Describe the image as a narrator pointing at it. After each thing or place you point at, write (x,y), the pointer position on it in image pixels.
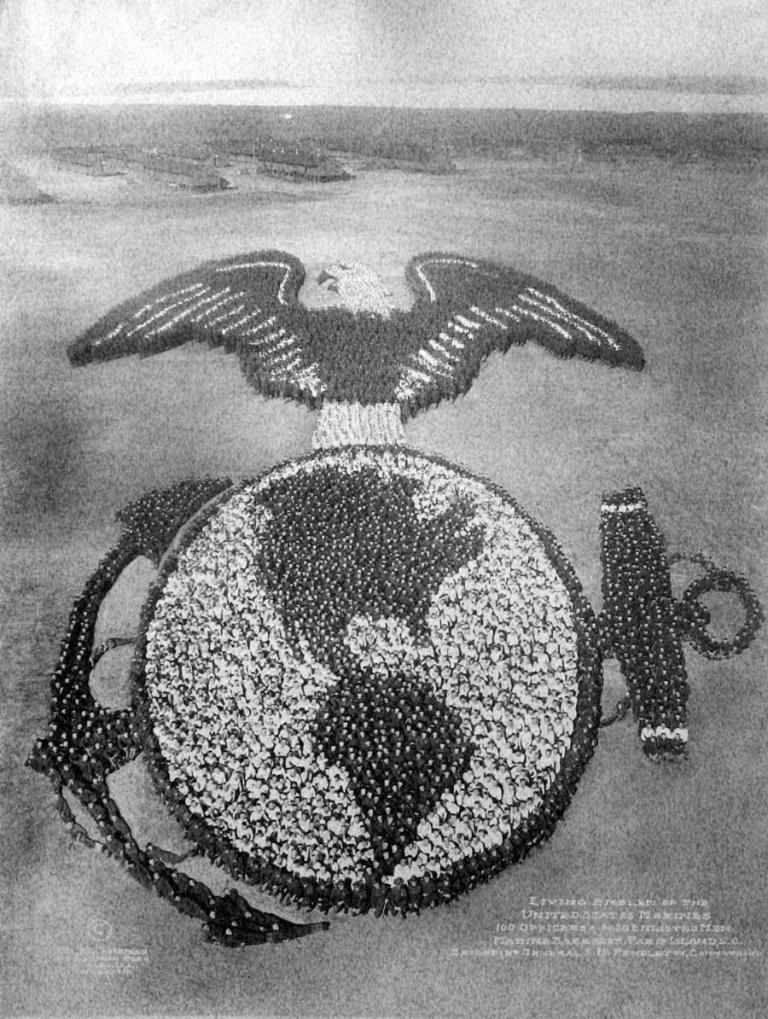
In this image we can see a black and white picture of thousands of people (378,597) standing on the ground (462,418) to form a logo (359,337).
